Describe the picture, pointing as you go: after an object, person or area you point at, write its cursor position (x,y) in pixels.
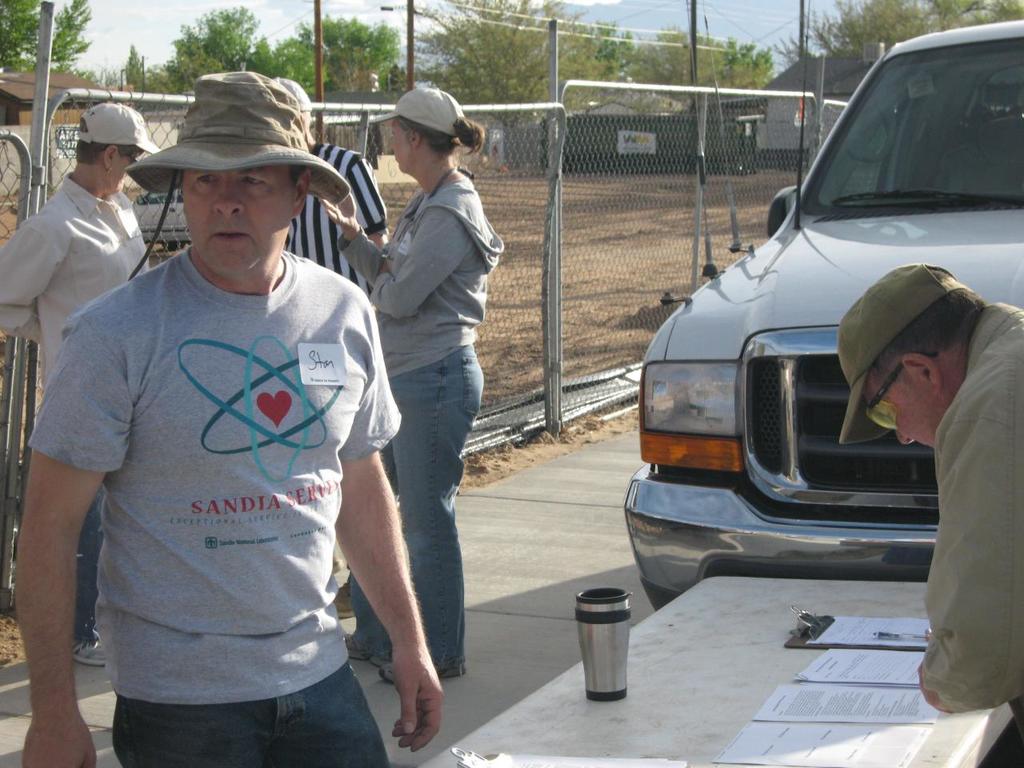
In this image I can see a person (151,450) wearing grey t shirt (179,434), blue jeans (287,709) and hat (187,139) is standing in front of a table (530,703) and another person (953,546) is standing on other side of the table (688,695). On the table (703,693) I can see a glass (601,641), a pad (797,632) and few papers (833,688). In the background (113,121) I can see few other persons (347,200) standing, a car (891,235) on the road (544,503), the metal fencing (655,269), few trees (541,66), a building (55,77), few poles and the sky (381,22).
